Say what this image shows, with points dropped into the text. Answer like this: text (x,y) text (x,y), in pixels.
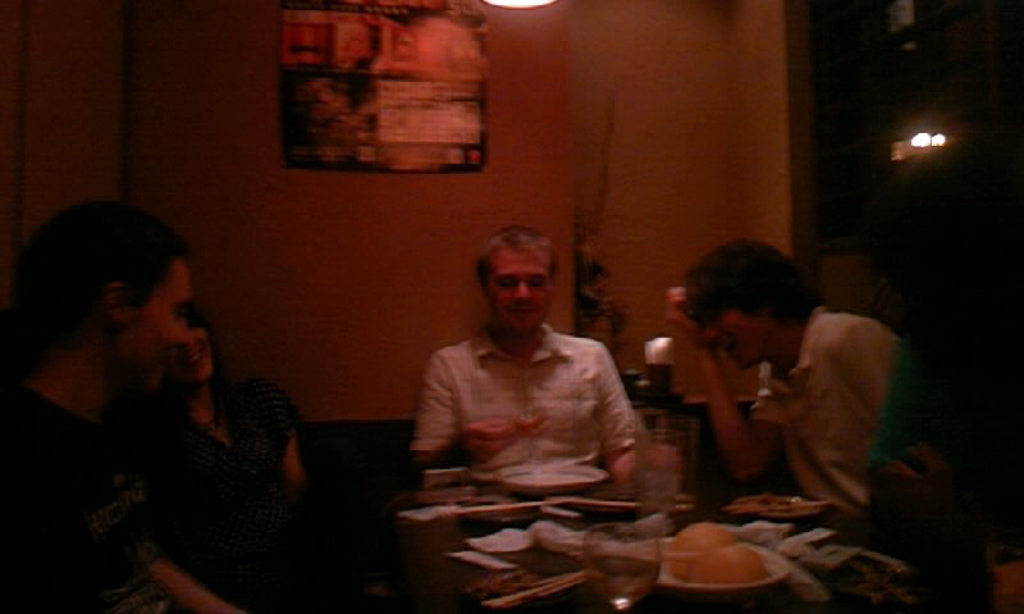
This picture is clicked inside the room (739,169). Here, we see five people (482,383) sitting on sofa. In front of them, we see a table (509,491) on which plate (515,476), tissue paper (561,529), glass (643,546) are placed on it. Behind them, we see a wall (289,207) on which a poster (296,84) is placed and we even see a brown door (899,163).
